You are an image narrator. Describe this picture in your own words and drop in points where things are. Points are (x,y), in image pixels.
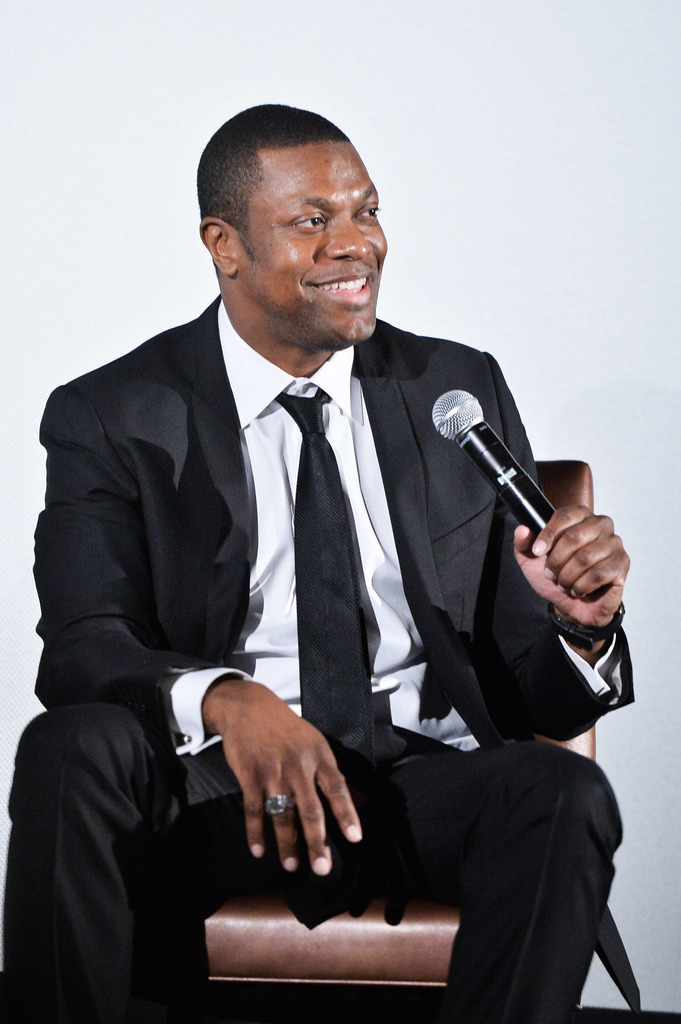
In this image I see a man (166,382) who is wearing a black suit (82,809) and he is holding a mic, I can also see that he is sitting on the chair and smiling.
